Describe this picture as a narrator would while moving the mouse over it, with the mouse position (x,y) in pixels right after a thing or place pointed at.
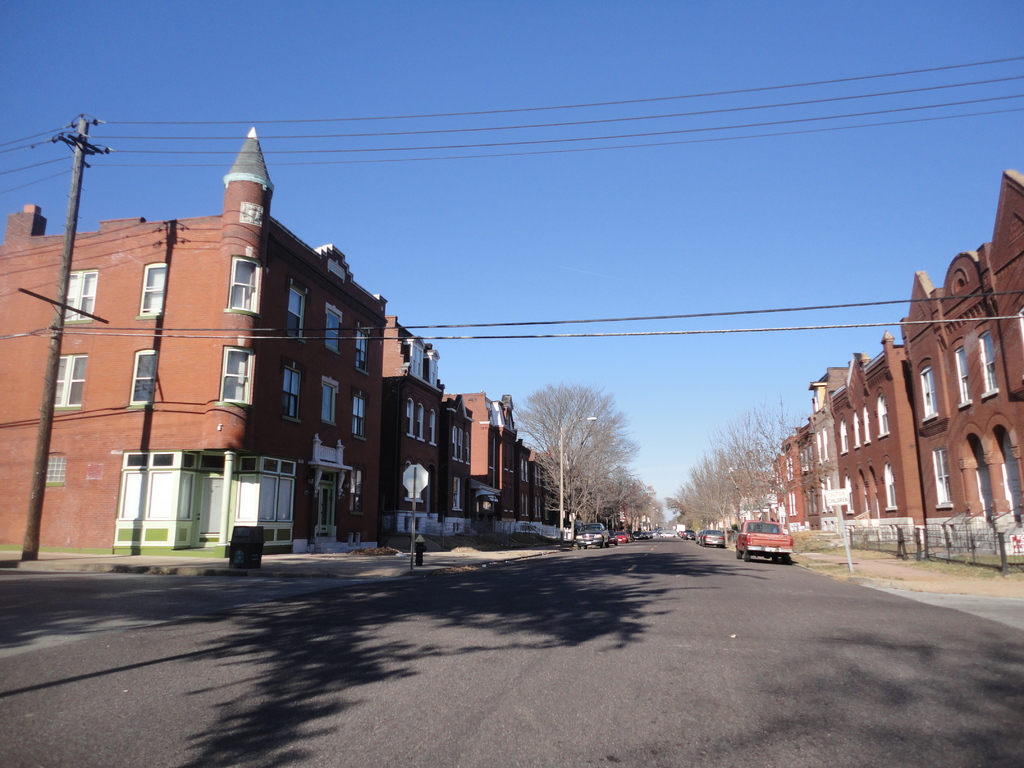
This is an outside view. At the bottom (598,718) there is a road (487,645) and I can see few vehicles (651,535) on the road (643,633). On both sides of this road (708,581) there are many trees (695,489), buildings (910,429) and also there are few poles (56,339) along with the cables (153,123). At the top of the image (442,57) I can see the sky (425,44) in blue color.
